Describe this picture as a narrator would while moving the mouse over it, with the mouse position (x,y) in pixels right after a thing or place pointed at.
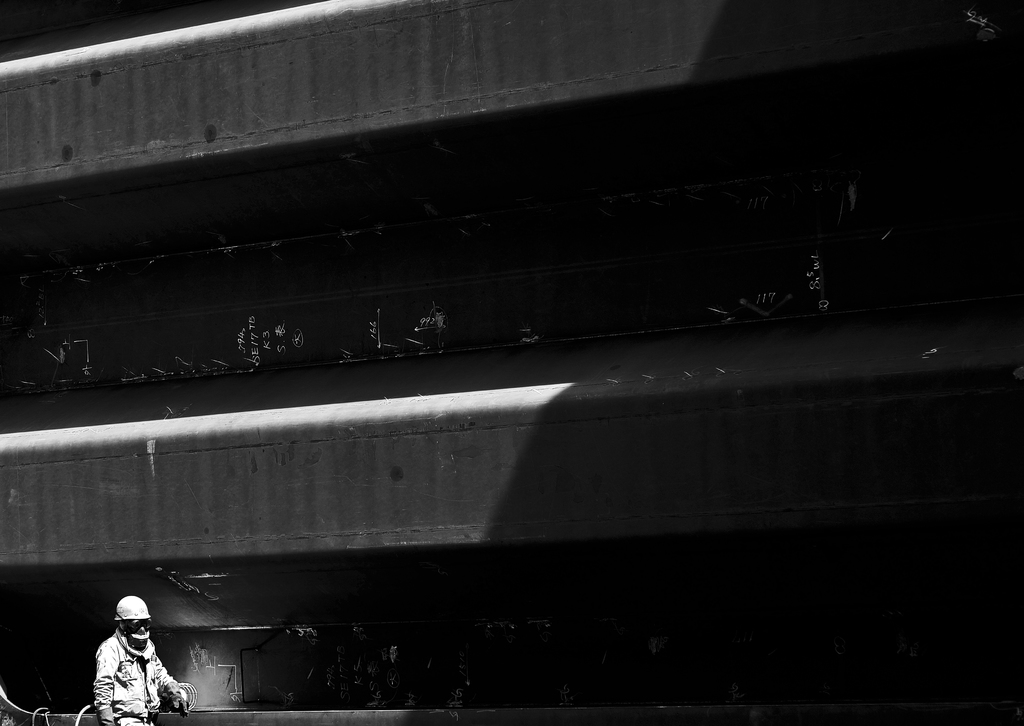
In this image in the middle (432,391) there might be a bridge (422,322), in front of the bridge (248,624) there is a person (141,690) wearing a helmet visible at the bottom (127,676).
